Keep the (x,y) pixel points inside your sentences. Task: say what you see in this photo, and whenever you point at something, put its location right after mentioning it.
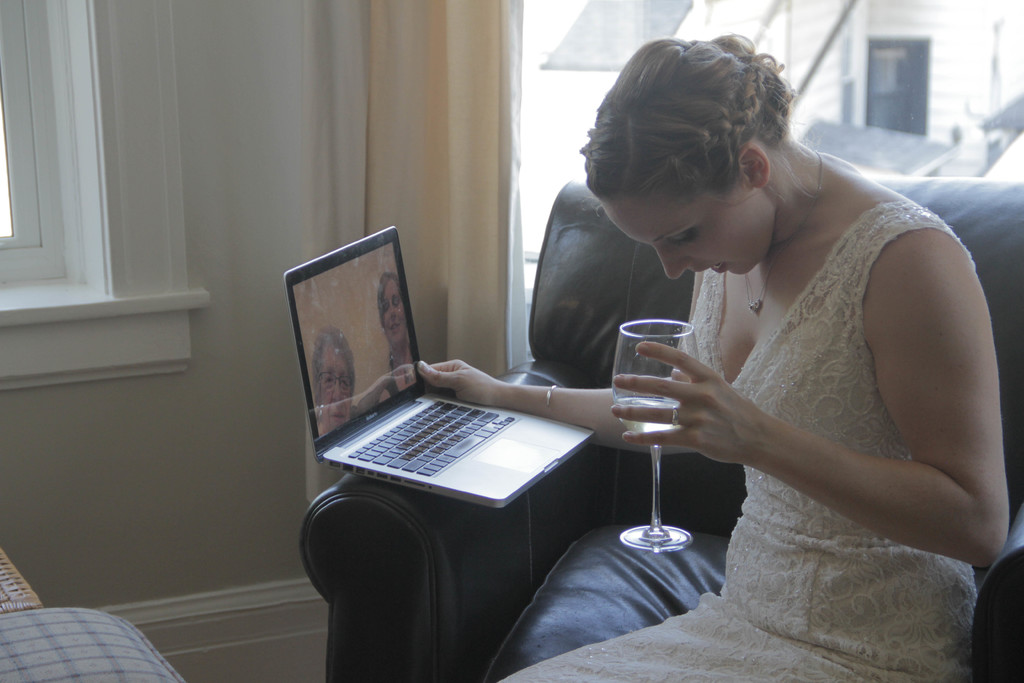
This woman (966,245) is sitting on a couch (577,569) holds laptop (544,460) and glass (627,403). Outside of this window (966,73) there is a building (944,93).
